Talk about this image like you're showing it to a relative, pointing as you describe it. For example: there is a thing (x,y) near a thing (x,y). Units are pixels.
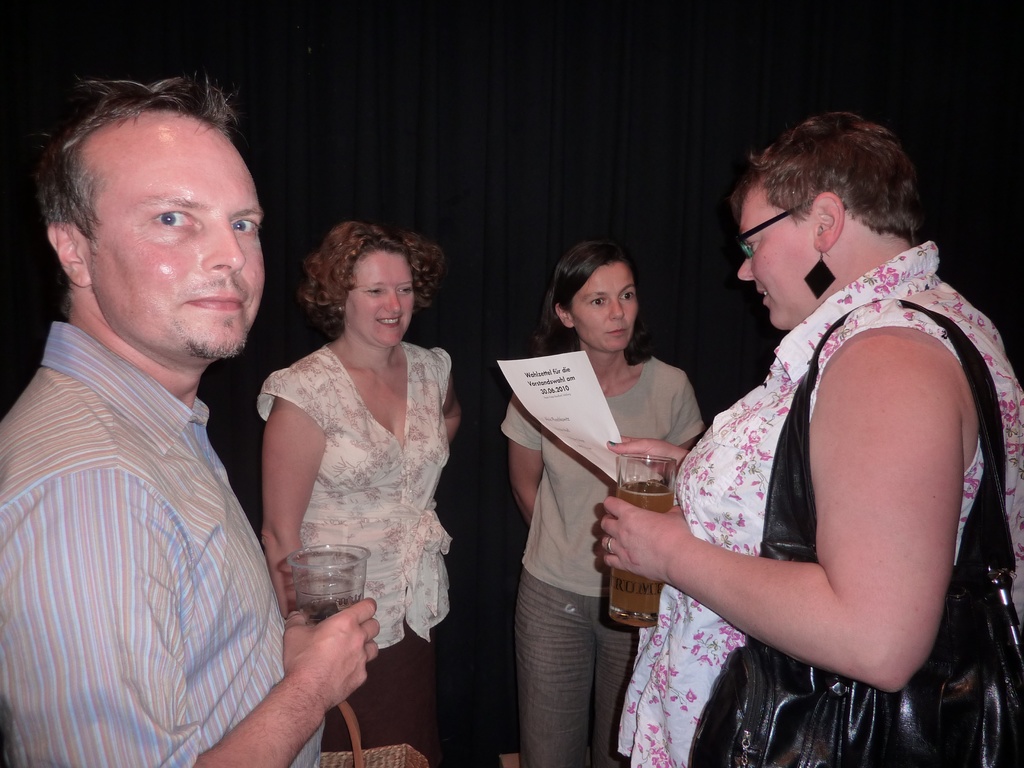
In this image we can see four persons (618,382). Three women (634,700) and one man (164,556) holding a glass (327,610). We can also see a woman (778,406) holding a paper (567,391) and also a glass (644,499) and wearing a black color bag (824,682). In the background (460,187) we can see the black curtain (574,121).
